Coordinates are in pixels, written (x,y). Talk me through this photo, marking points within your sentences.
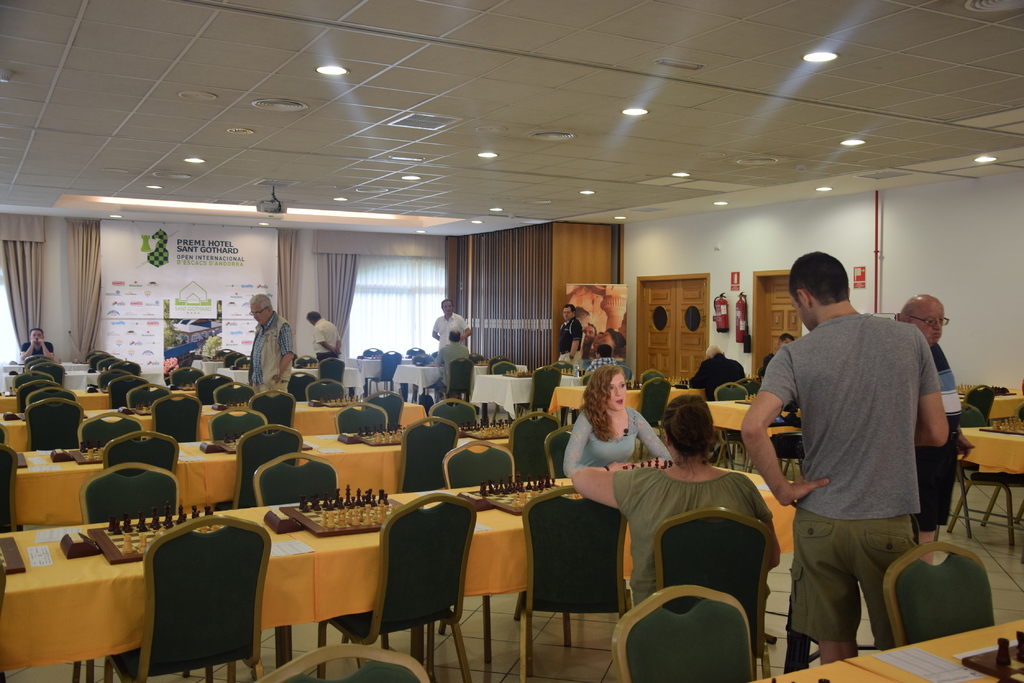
This is the picture inside the room (440,432). There are group of people (908,389), few are standing and few are sitting. There is a table (84,616) with yellow color cloth (313,581) and there are chess boards (96,544) on the table (284,568). At the back (31,259) there are curtains (294,292), at top (331,74) the lights (262,224) and projector (282,204) and there are doors (768,299) and fire extinguisher (737,310) at the right side (758,293).
